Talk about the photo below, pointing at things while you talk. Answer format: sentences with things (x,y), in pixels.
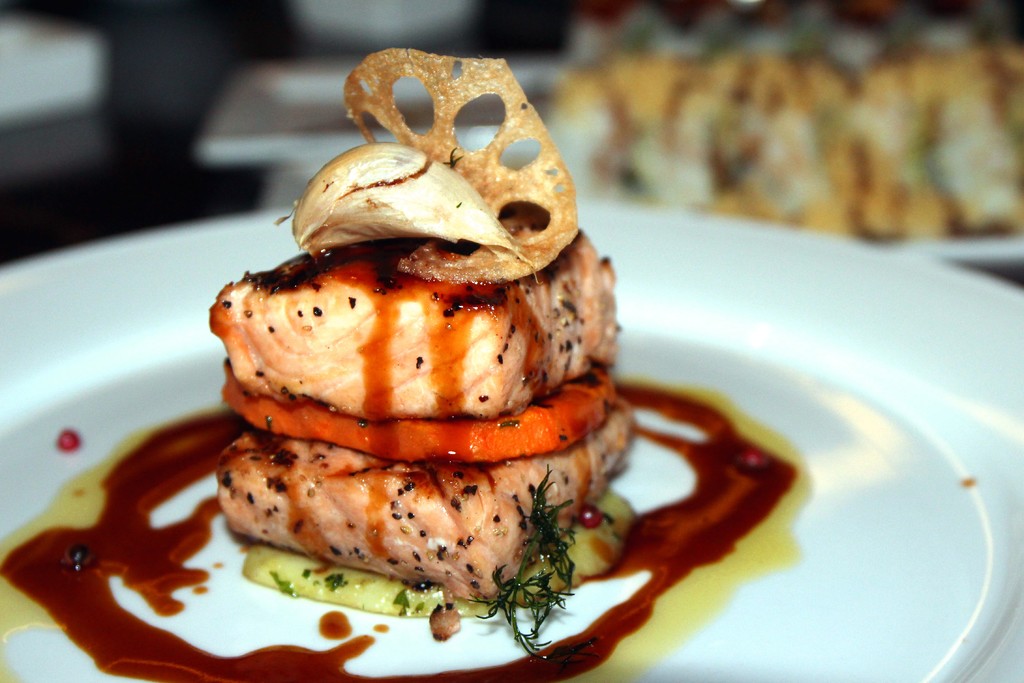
In the image there is some cooked food item (454,438) served with sauces (330,626) on a white plate (849,682), the background of the plate (855,668) is blur.
